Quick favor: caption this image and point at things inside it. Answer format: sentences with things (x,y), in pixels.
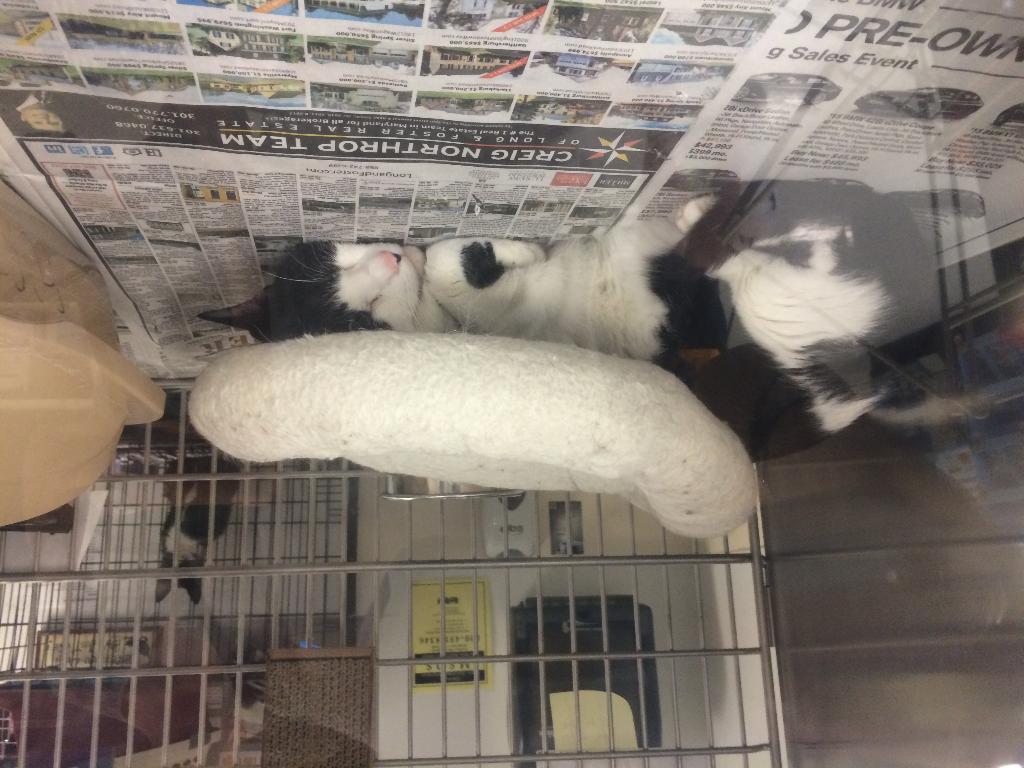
At the top of this image (374,168), there is a cat (379,286) in black and white color combination lying on a newspaper (395,129). There is a white color object (735,482) placed on this cat (324,264). In the background (560,756), there is a fence (147,510), there is another cat (186,504) in a cage (147,525), there are photo frames (470,597) attached to the white wall (624,578) and there are other objects (514,689).
